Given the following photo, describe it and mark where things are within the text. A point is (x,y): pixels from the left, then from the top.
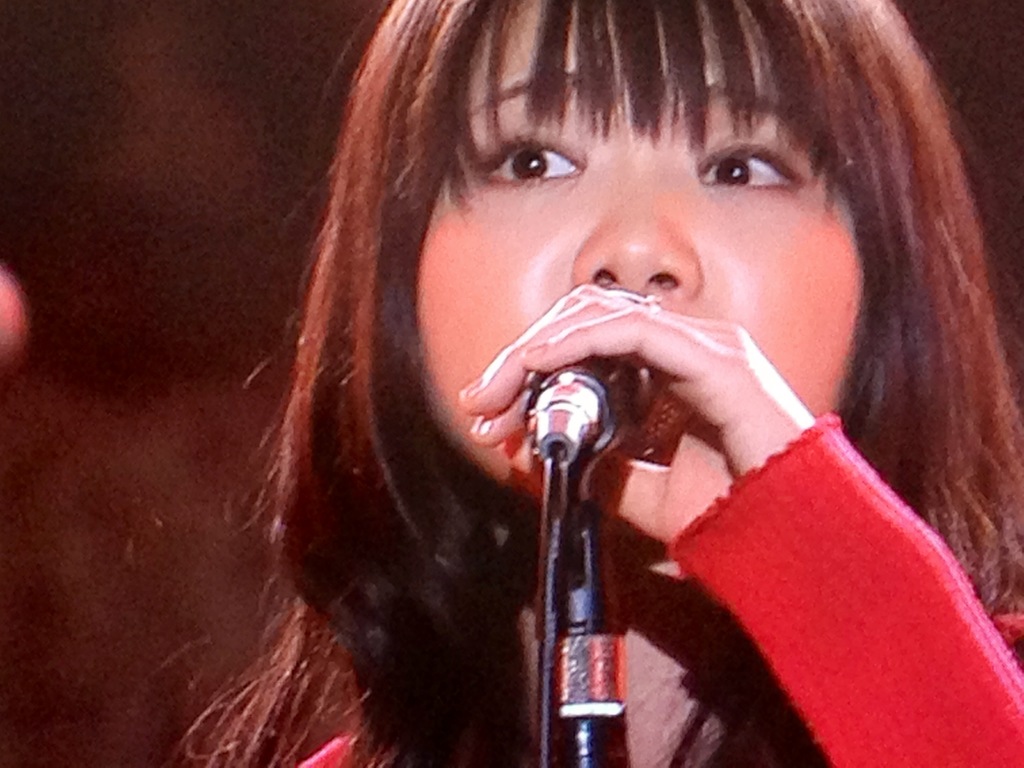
In this picture we can see a girl (426,135) standing in front of a mike (582,430) and she is holding a mike (587,416) in her hand (682,352). Hair (818,106) colour is light brown. Background (82,348) is dark and blur.
